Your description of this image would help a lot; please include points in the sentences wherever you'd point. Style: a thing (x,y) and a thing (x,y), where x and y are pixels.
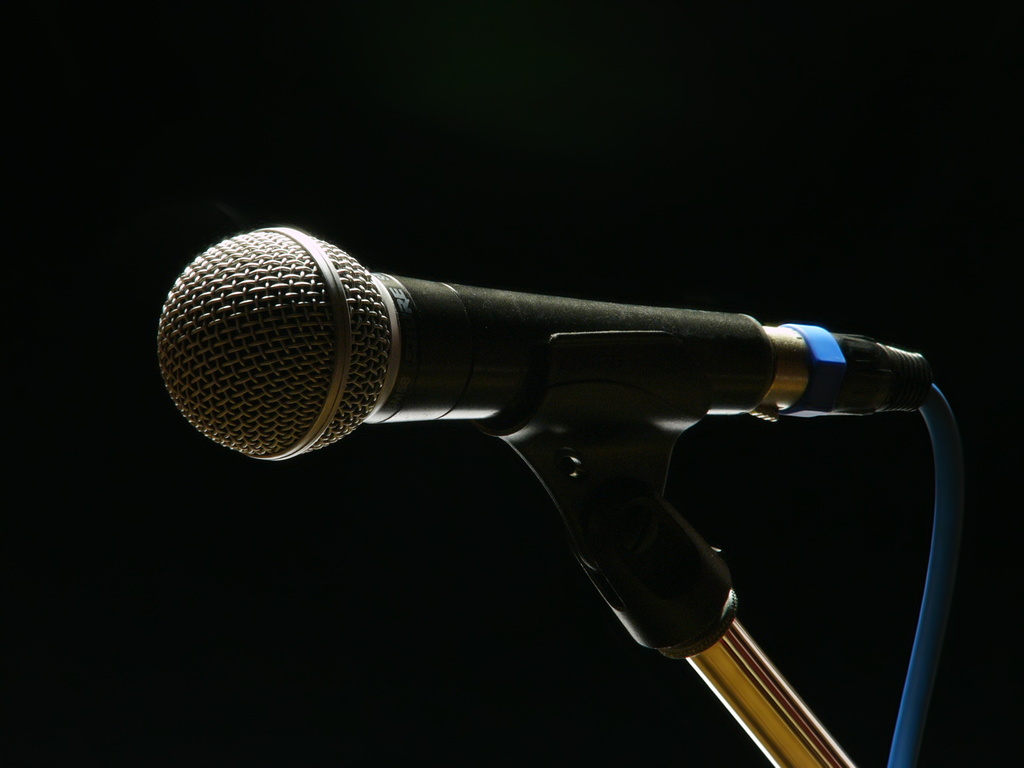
It is a zoomed in picture of a mike (468,346) with the stand (785,683) and the background of the image (703,111) is in black color.
